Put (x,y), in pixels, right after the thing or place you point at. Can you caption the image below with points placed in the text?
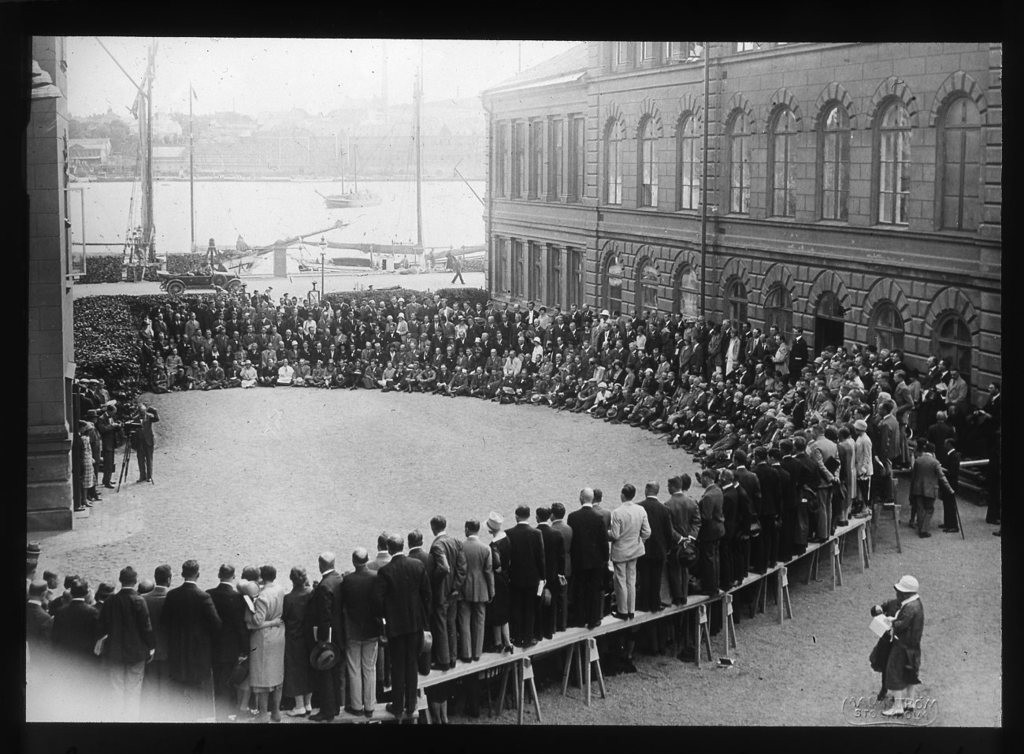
In this image we can see many buildings (729,237). There are many people (538,555) in the image. A person (153,419) is taking a photo at the left side of the image (143,433). There is a pillar (62,404) at the left side of the image (48,154). There are many water crafts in the image. There is a sea (296,208) in the image.
